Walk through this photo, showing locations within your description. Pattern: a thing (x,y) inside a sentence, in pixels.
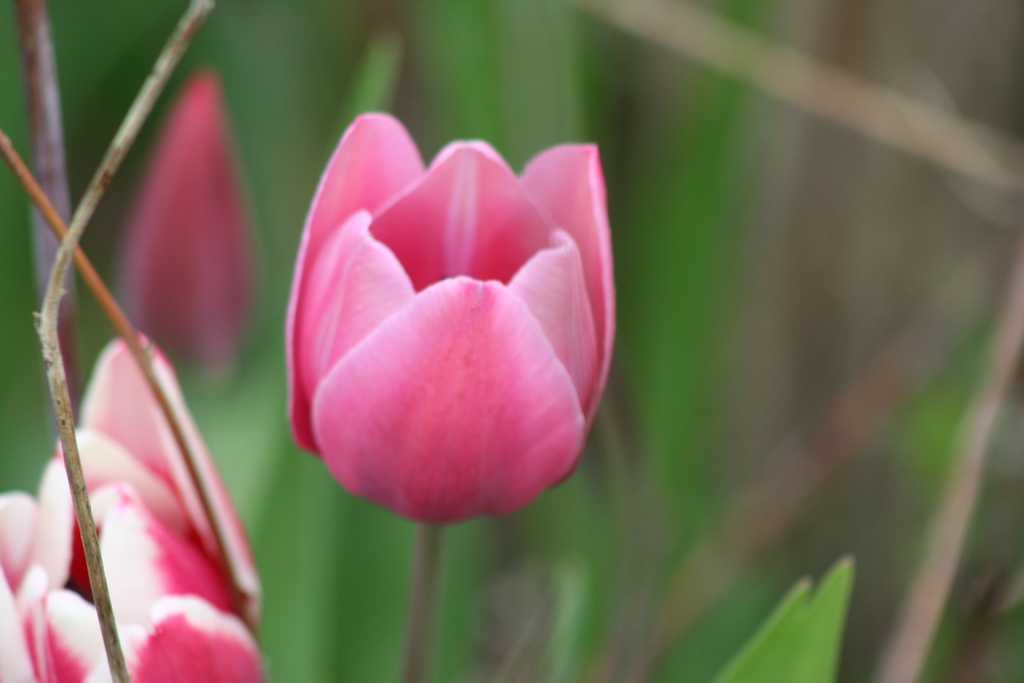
This image is taken outdoors. In the background (628,502) there are a few plants (587,511). In the middle of the image (462,432) there are a few tulips (111,444) which are pink in color.
